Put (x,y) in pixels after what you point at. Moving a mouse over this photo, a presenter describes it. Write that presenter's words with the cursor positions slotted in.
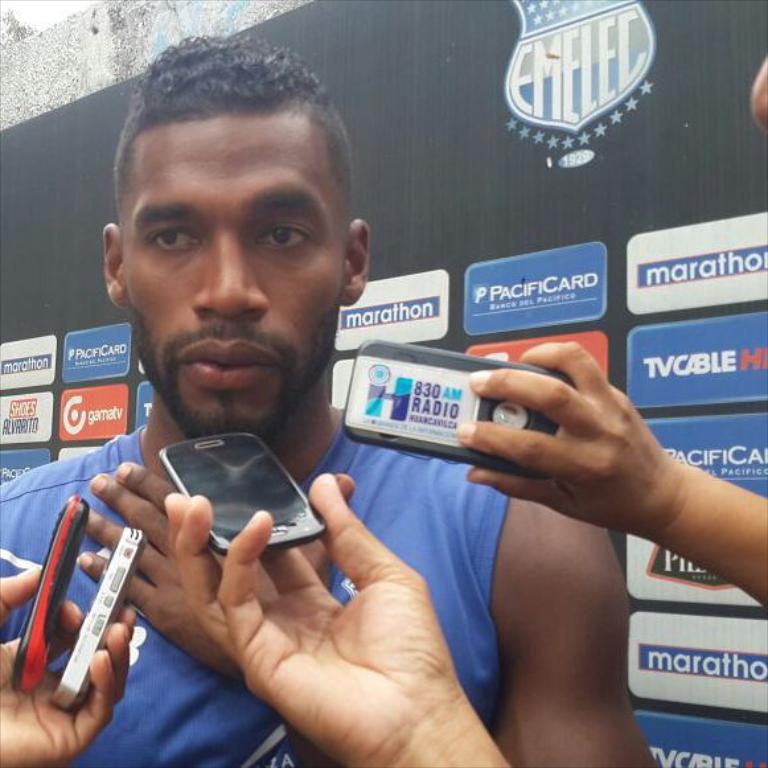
This person (205,337) is standing. Backside of this person (289,351) there is a banner (574,236). Few persons (367,762) are holding mobiles (214,524).
